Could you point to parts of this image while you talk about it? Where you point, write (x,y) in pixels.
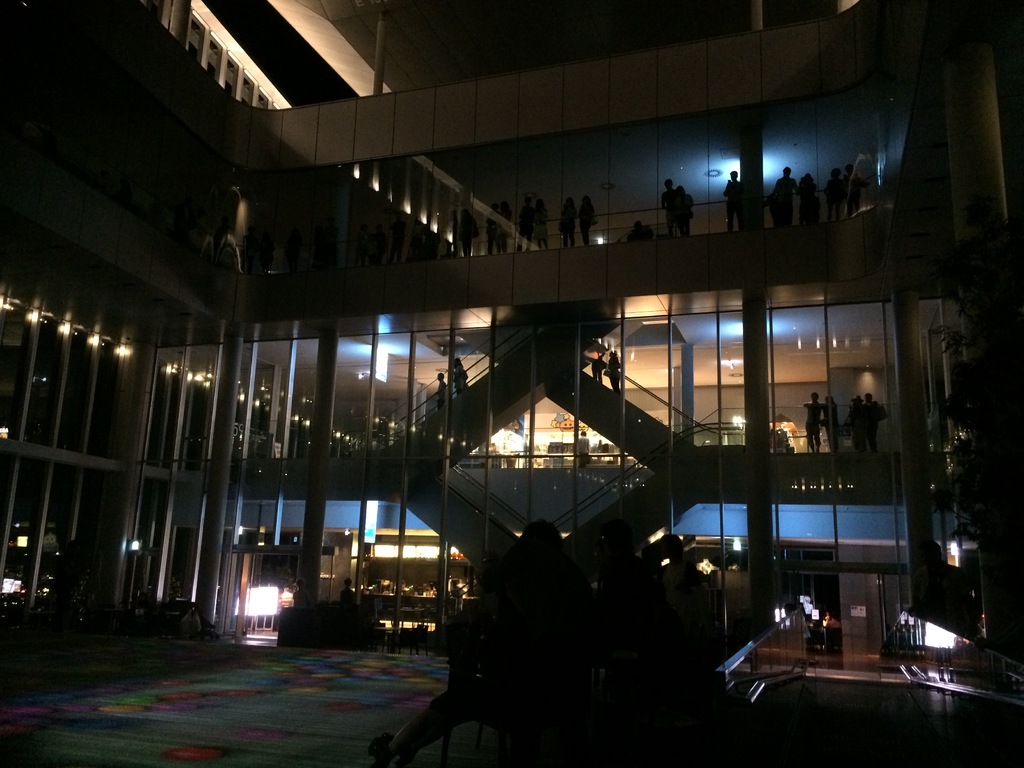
There is a building (202,317) with pillars (233,355), staircases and lights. On the building (395,317) there are many people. in front of the building (425,513) also there are people (543,632). On the right side (953,388) there is a tree (984,403).
